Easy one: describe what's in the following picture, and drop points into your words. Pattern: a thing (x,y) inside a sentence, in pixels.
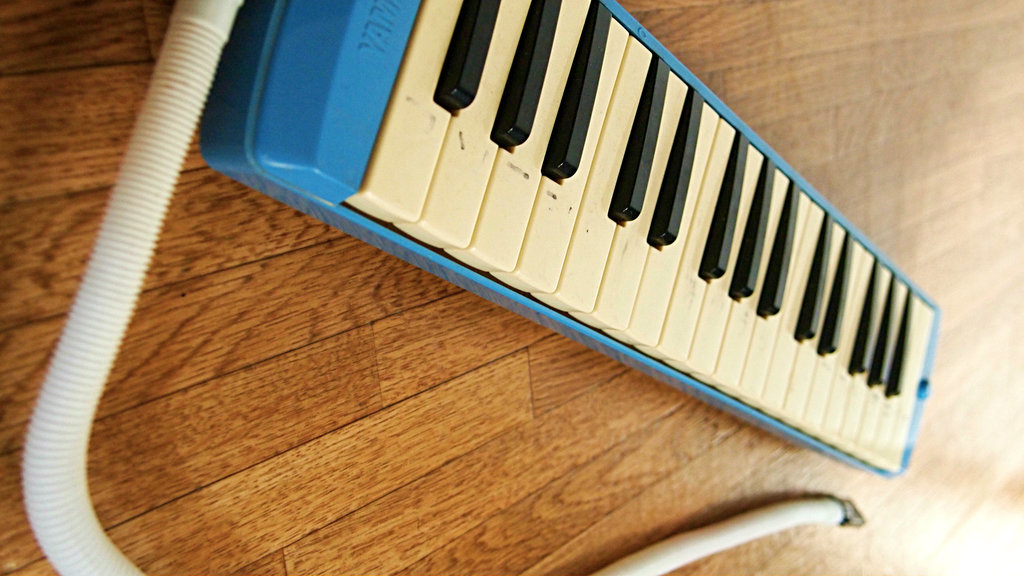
In the picture we can see a wooden plank (621,517) on it, we can see a music keyboard (873,432) which is blue in color with a key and some wire (28,489) to it which is white in color.
